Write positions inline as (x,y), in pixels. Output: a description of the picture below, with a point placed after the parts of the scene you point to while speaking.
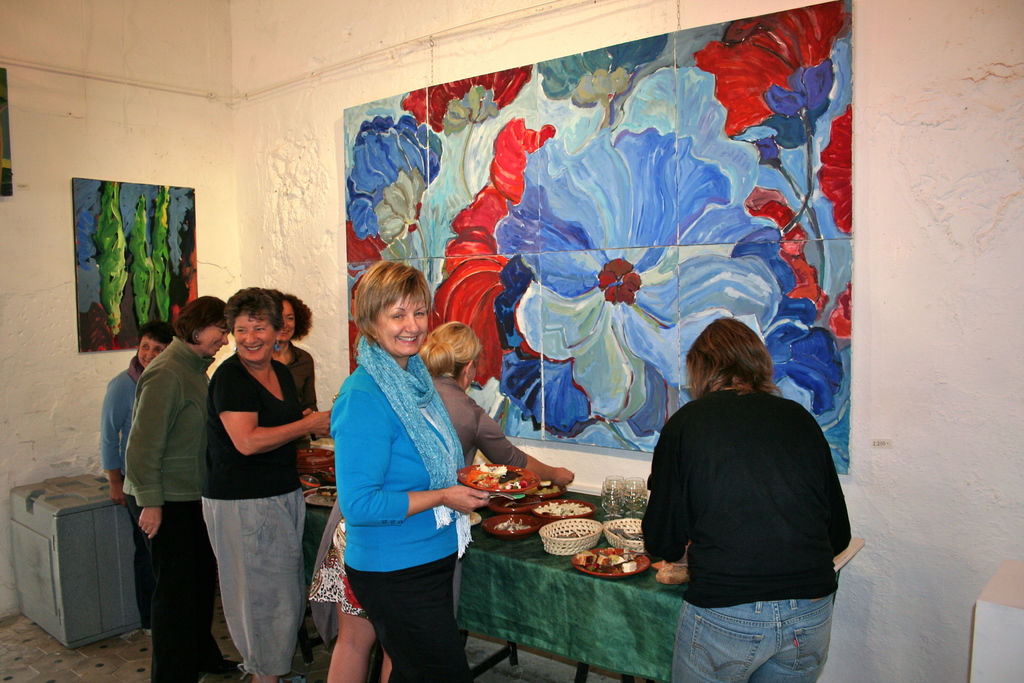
In this image there are paintings (521,358) on the wall (971,606), in front of that there is a table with so many varieties of food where group of people (762,538) are standing.
